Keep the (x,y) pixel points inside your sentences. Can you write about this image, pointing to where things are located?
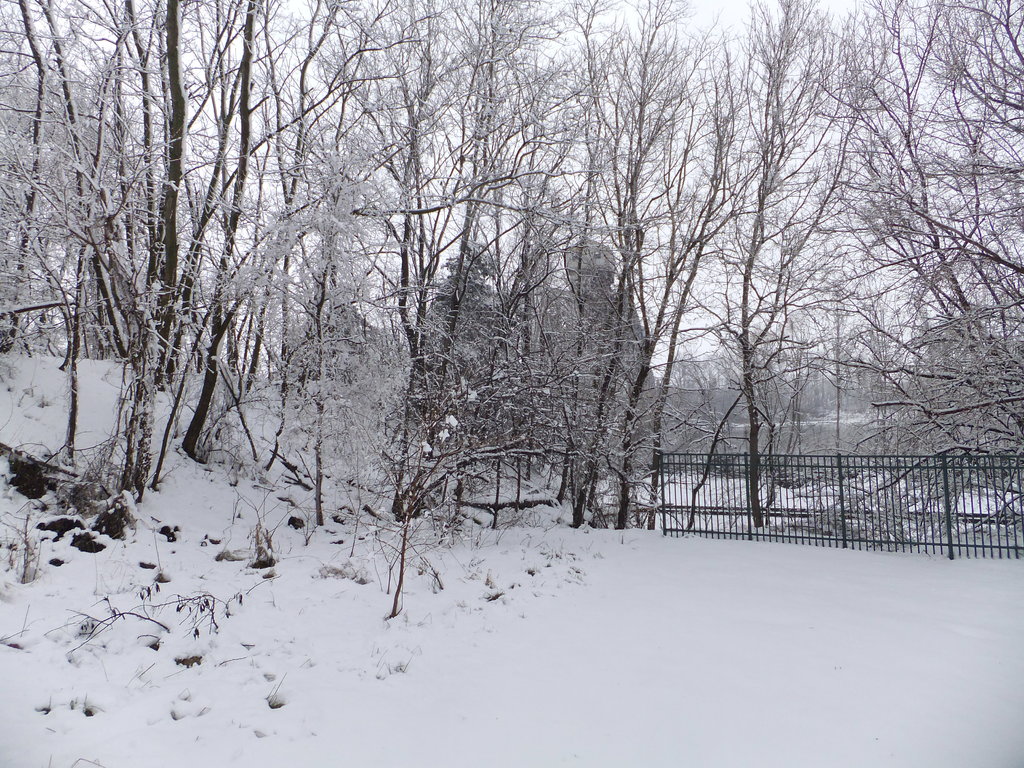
In this image we can see the trees (340,209), fence (778,467) and also the snow (569,738). We can also see the sky (713,2) in the background (711,294).
